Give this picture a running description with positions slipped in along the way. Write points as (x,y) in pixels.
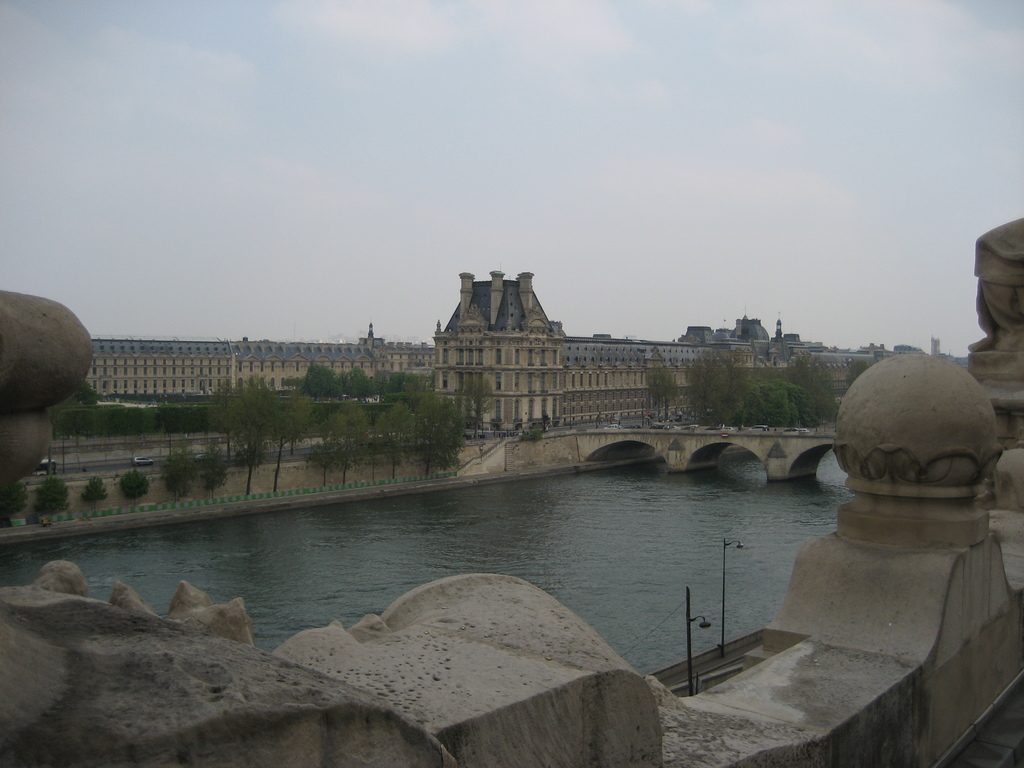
In this image I can see the water (611,556), few black colored poles (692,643), the wall (831,657) which is cream and black in color, few trees (399,410) which are green in color, a bridge (765,436) and few vehicles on the bridge (782,444). In the background (136,381) I can see a building (520,351) which is cream and brown in color, few trees (78,432), few other buildings (687,338) and the sky (432,227).
